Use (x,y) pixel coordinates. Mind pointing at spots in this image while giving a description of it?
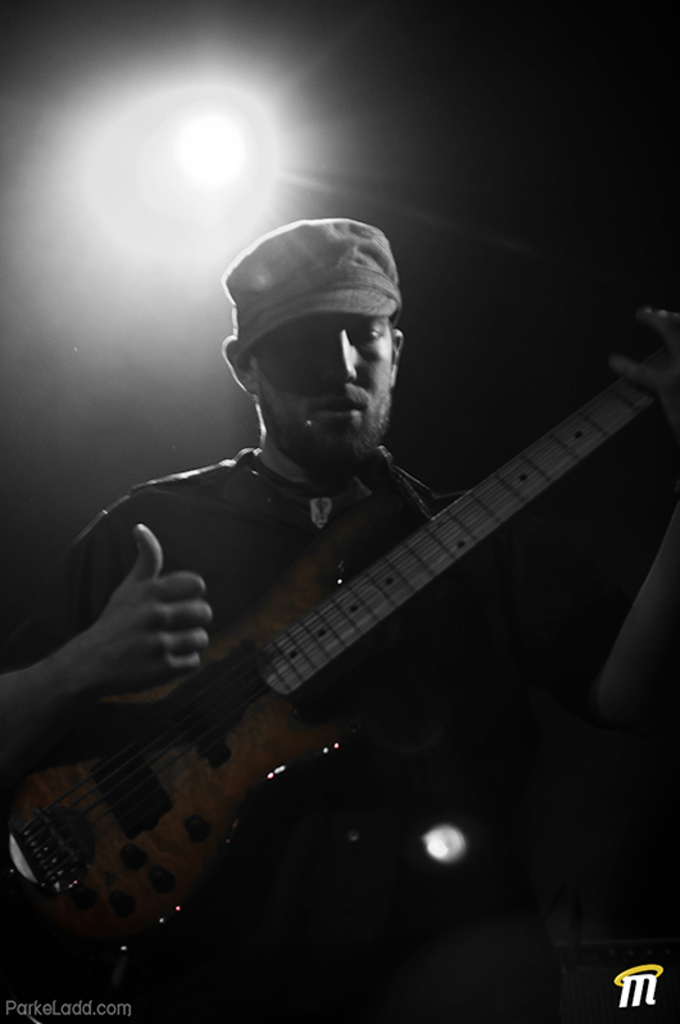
Here is a man (409,1011) holding a guitar (76,808) in his hand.
